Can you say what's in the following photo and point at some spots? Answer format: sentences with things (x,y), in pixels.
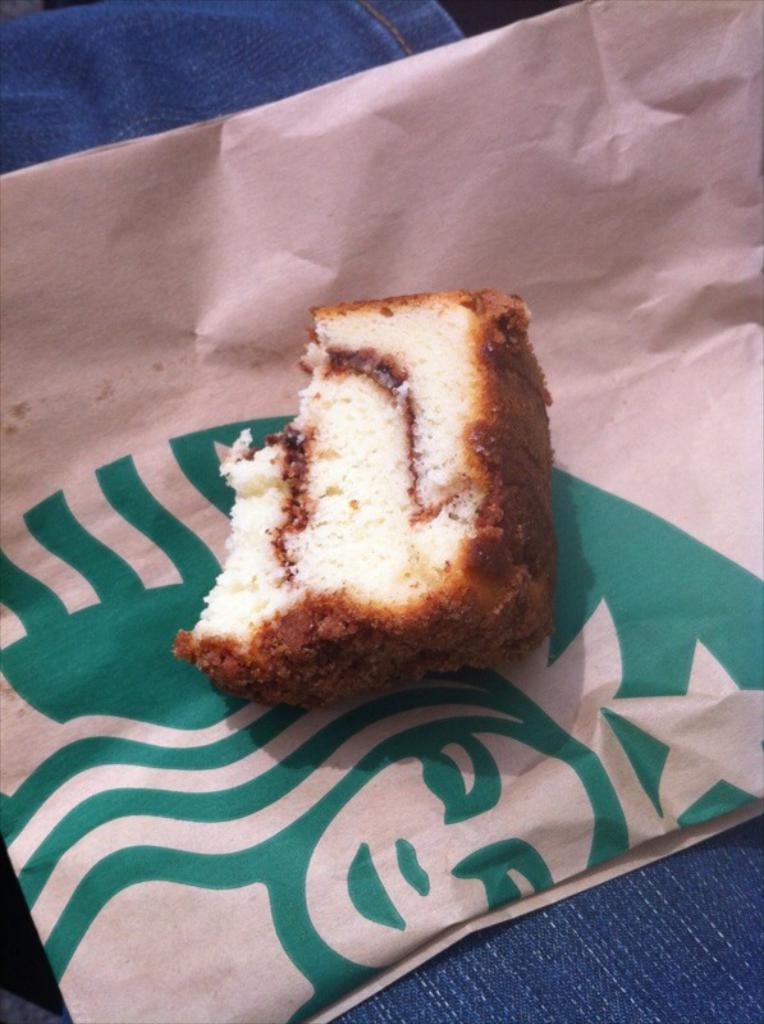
In the image there is a bread piece (409,471) on a cover (223,535), below it seems to be a cloth (245,60).
